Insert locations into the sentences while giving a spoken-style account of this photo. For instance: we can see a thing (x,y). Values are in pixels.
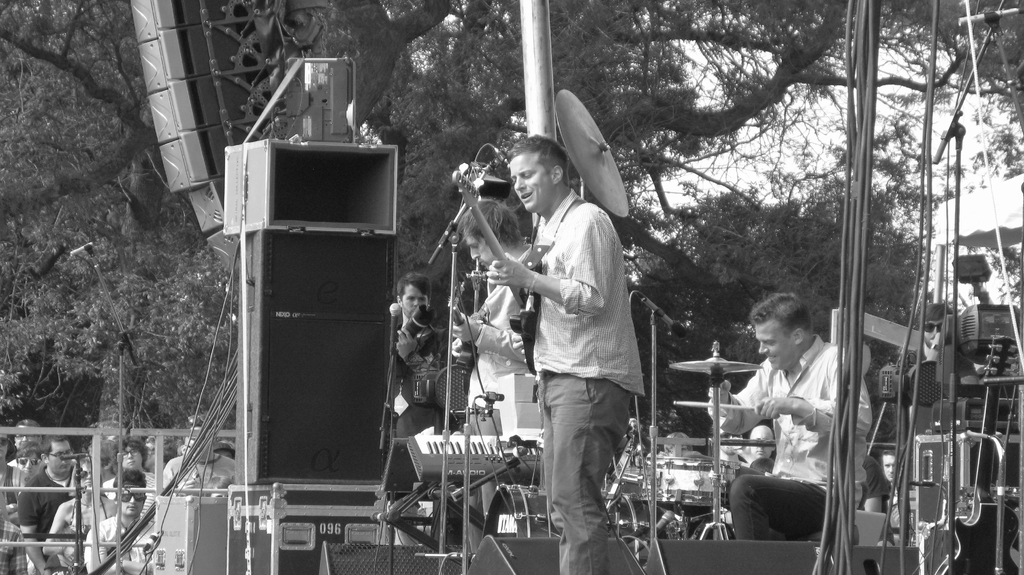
This is a black and white image, in this image four persons (628,361) are playing musical instruments (530,306) and few people (103,480) are watching them, in the background (587,13) there is a big tree (672,38).
